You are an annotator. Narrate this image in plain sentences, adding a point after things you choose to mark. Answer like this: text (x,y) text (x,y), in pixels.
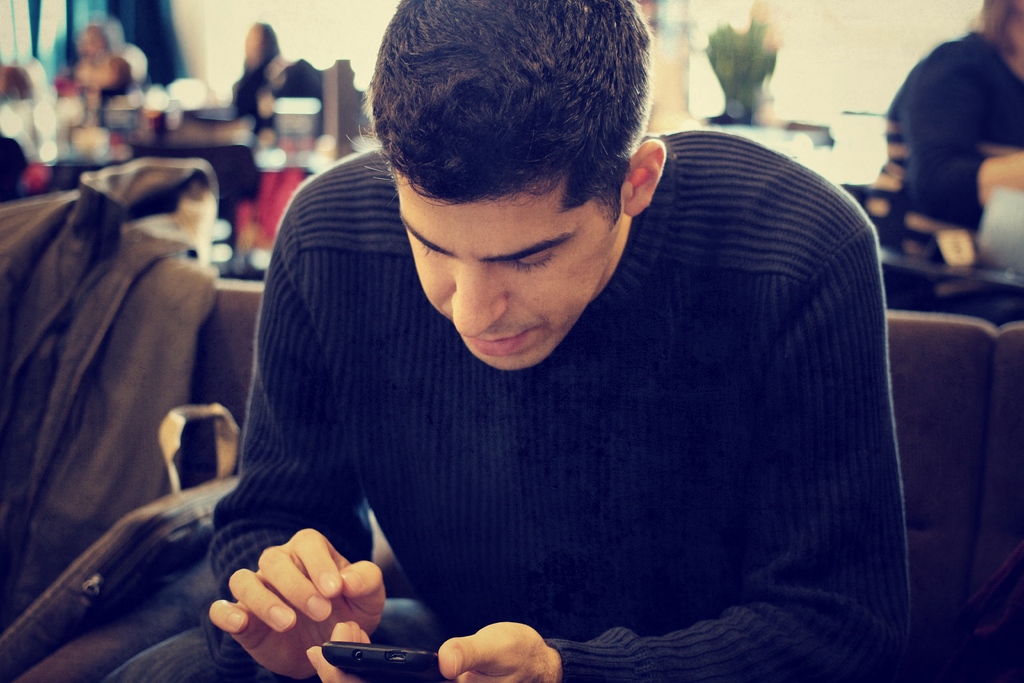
In this image we can see persons (488,262) sitting on the chairs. In addition to this we can see backpacks (198,496), jackets (155,344) and plants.
